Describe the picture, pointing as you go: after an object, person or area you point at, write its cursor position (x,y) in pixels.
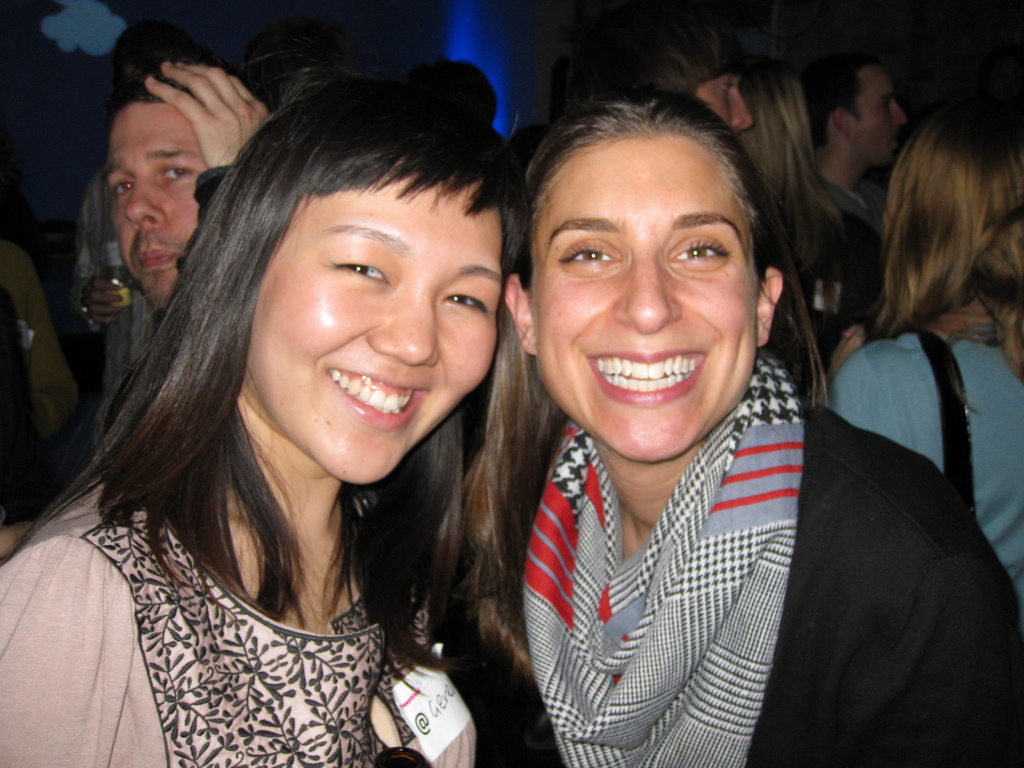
In the middle of the image (402,482) two women (645,187) are standing and smiling. Behind them few people (985,377) are standing and holding some glasses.
